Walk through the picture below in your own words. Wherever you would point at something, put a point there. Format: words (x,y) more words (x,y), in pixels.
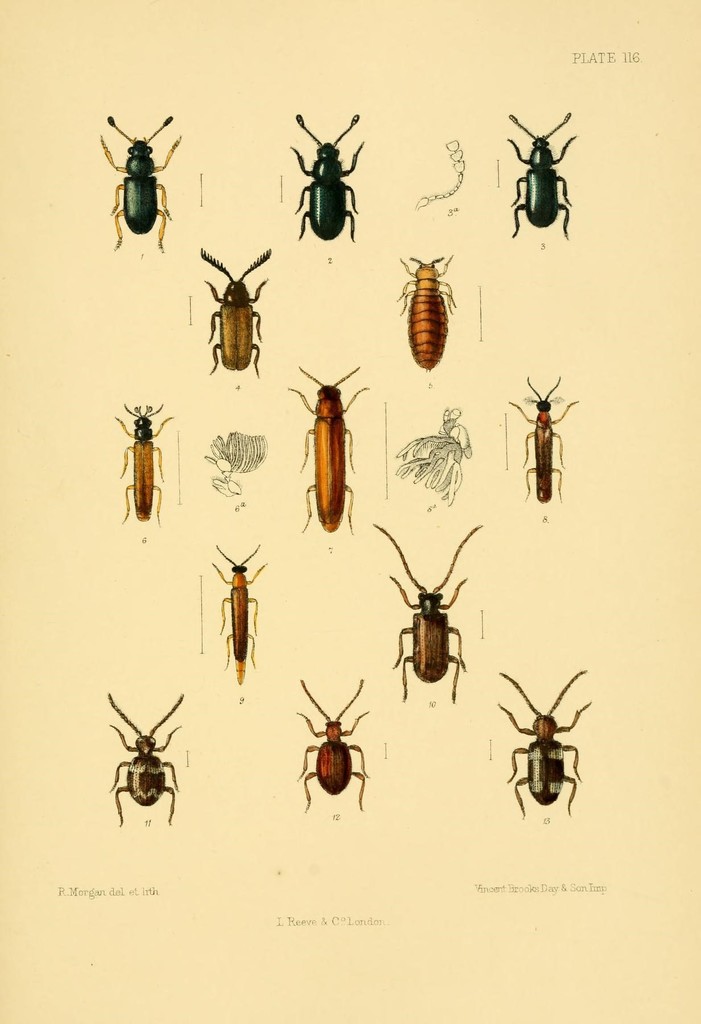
In this image, we can see pictures (256,604) of some insects (150,737) and there is some text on the paper (224,891).
